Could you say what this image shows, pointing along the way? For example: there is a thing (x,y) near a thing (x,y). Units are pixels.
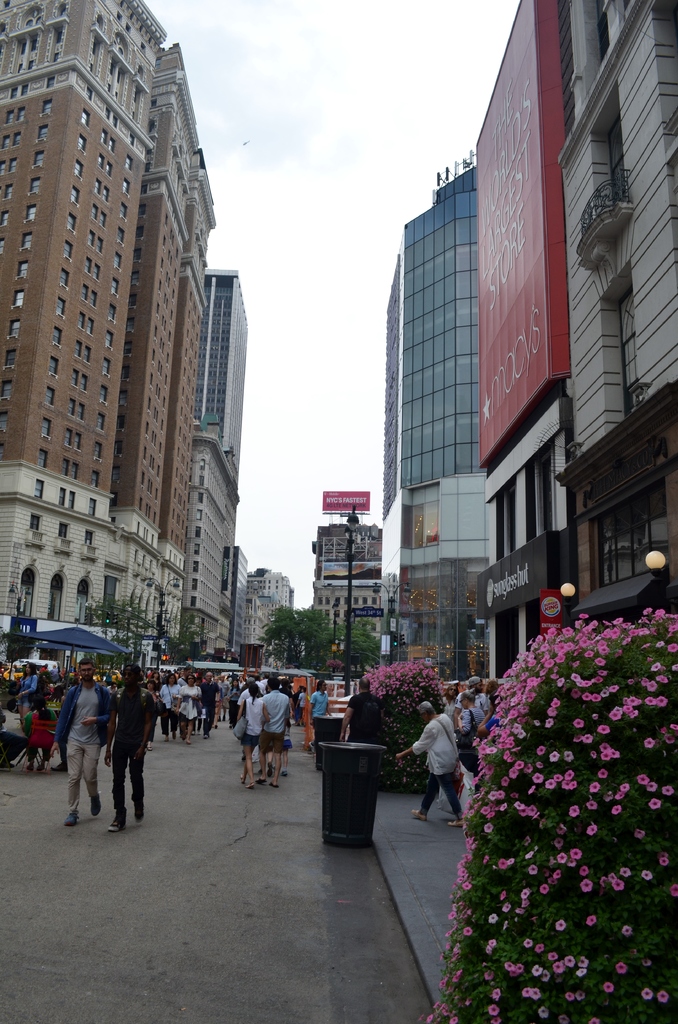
In this picture I can see many people (262,771) were walking on the road (192,771). Beside the road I can see the street lights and plants (517,730). On the plant (515,872) I can see some pink color flowers (491,798). In the back (416,492) I can see many buildings (423,555) and trees (291,621). At the top (325,115) I see the sky (318,90) and clouds (311,125).
